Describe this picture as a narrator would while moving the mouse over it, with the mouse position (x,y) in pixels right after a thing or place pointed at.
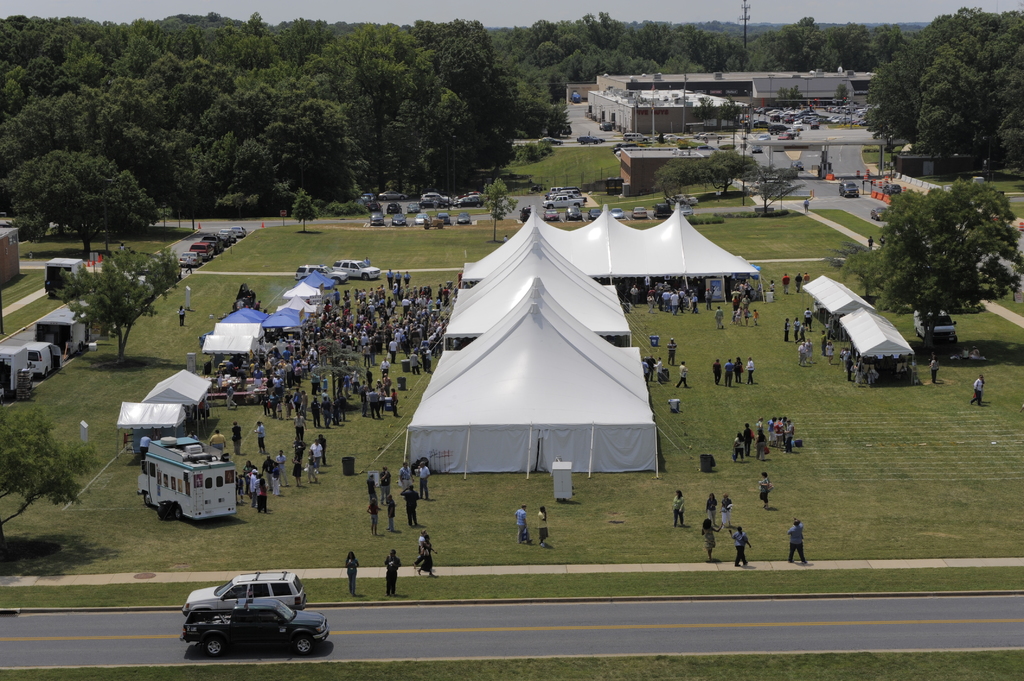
There are people (360,333), vehicles (141,486) and tents (497,427) on the grassland (662,338) in the foreground area of the image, there are trees (501,109), vehicles (813,115), buildings (663,101), pole (685,115) and the sky (704,17) in the background (831,82).
